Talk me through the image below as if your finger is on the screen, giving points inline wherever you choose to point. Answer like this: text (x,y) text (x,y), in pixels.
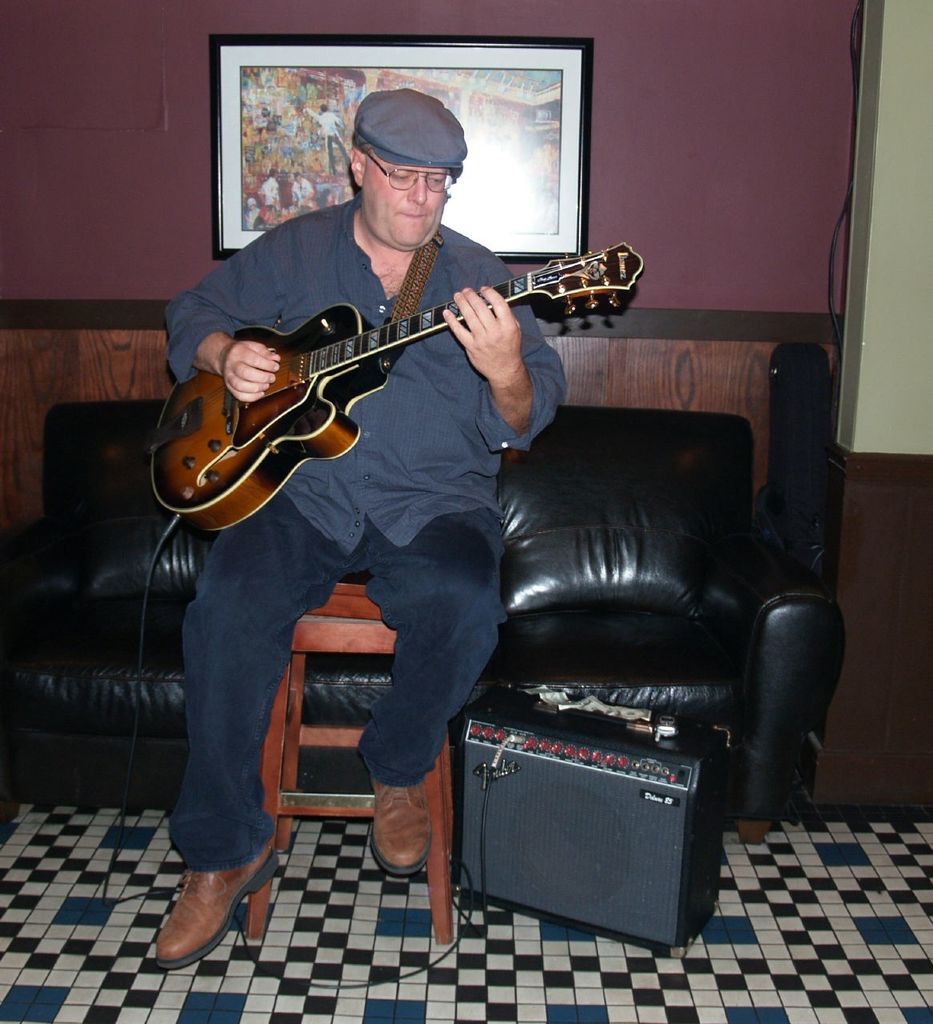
In this picture a man (292,553) is sitting on stool (365,607). He is holding guitar (287,433) and playing it. He wears a blue shirt (398,369) and a blue pant (420,568) with leather boots (395,787). The guitar (287,471) is connected to a speaker (526,825) beside him. There is black sofa (568,501) behind the man (358,501). A photo frame (303,121) is nailed to the wall (206,59).
